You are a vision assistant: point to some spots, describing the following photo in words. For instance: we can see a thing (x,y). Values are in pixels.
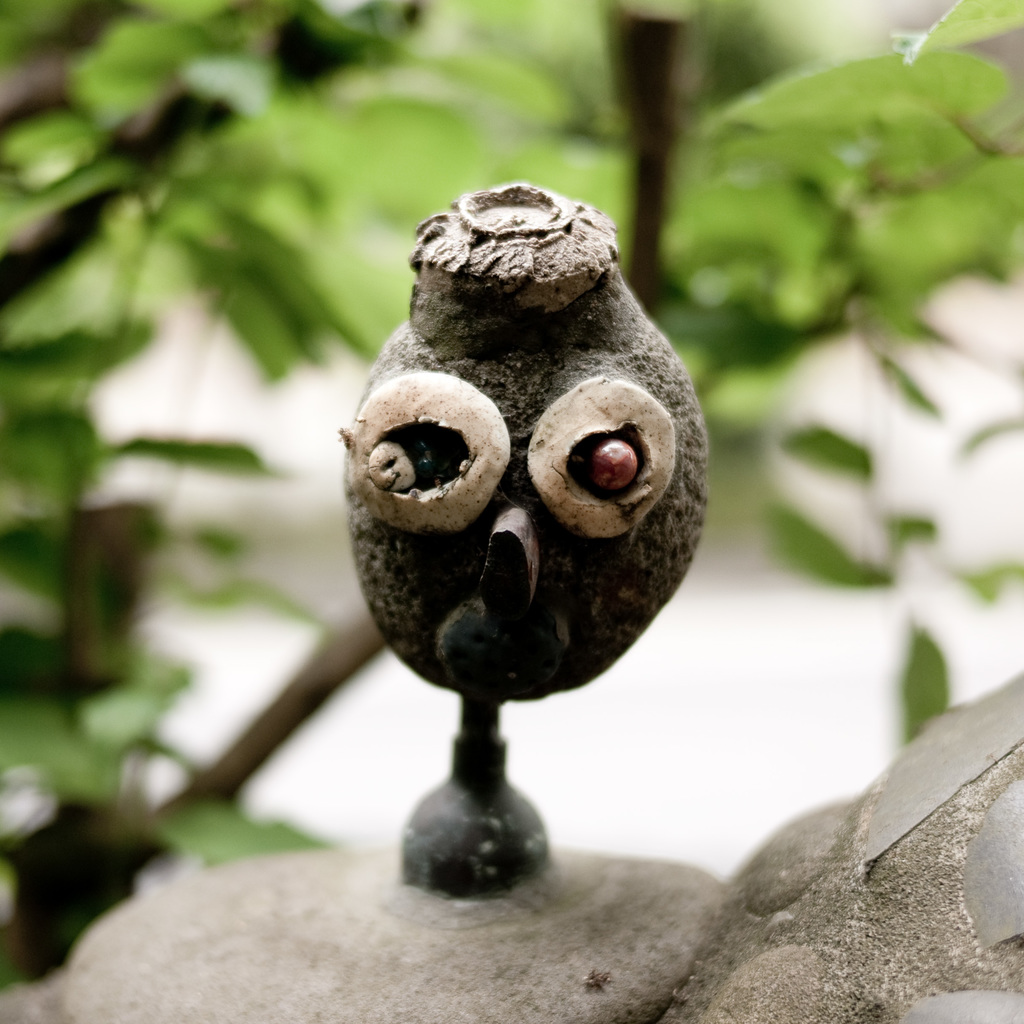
In this image, we can see an object (479,619) in the middle (633,482) and we can see some green leaves (370,157).
